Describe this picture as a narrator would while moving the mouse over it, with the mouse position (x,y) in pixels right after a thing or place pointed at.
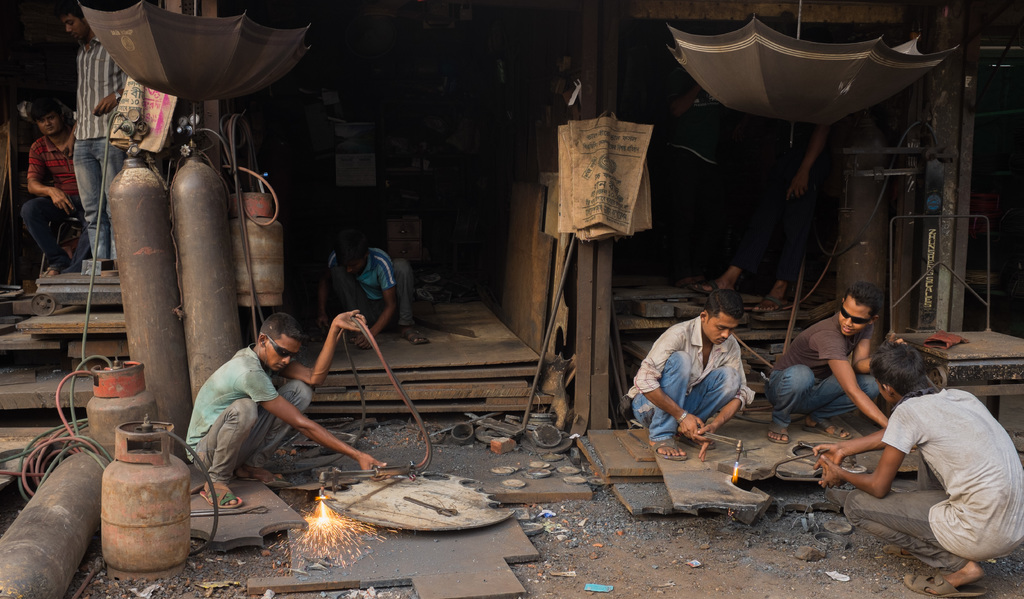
In this picture we can see group of people (400,266), beside them we can find cylinders (234,299), metal sheets (372,377) and metal rods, at the top of the image (176,51) we can find umbrellas (765,63) and few people (241,354) wearing spectacles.
